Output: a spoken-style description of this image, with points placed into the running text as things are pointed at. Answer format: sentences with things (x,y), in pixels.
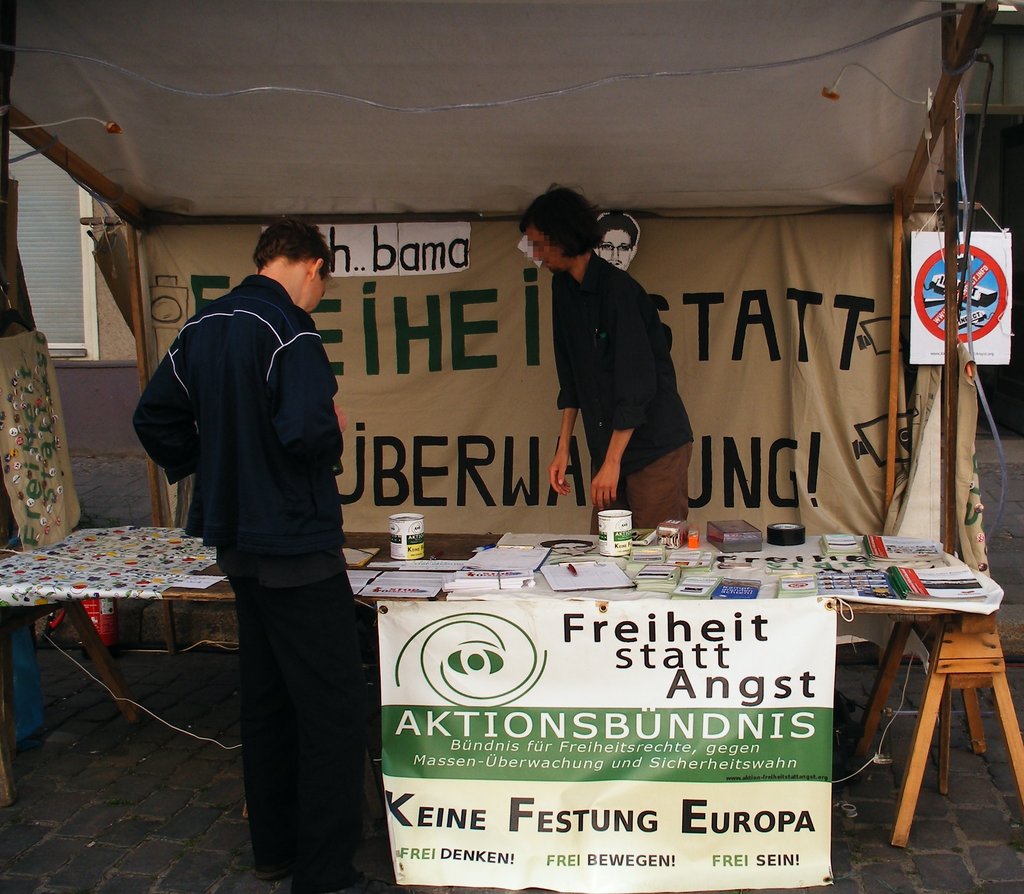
This picture shows a couple of them standing and we see a table (621,565) with papers (861,586) and books (843,585) on it and we see couple of cups (403,522) and couple of banners (724,655) with some text (780,694) and a sign board (912,320) to the pole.
